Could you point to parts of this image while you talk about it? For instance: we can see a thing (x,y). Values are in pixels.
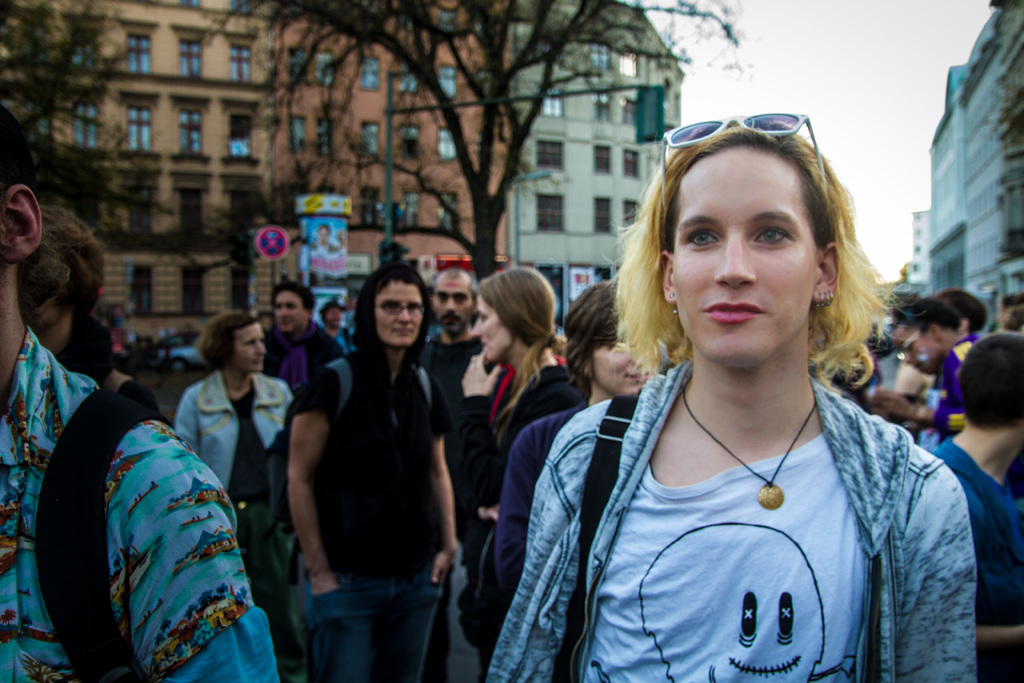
In this picture we can see a woman (745,649) smiling and a group of people (391,350), posters (322,255), trees (81,146), buildings (252,202) with windows (405,139) and some objects (77,439) and in the background (906,58) we can see the sky (909,31).
